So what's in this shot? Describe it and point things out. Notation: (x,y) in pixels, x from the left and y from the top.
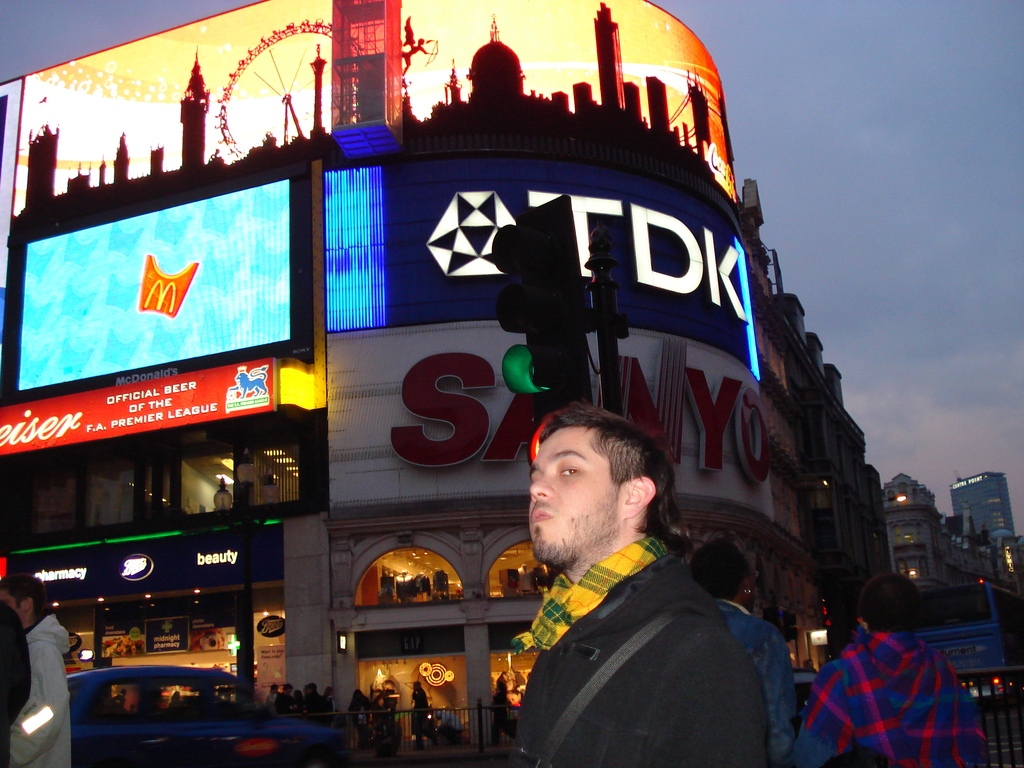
In this image we can see a person (582,618) wearing a scarf (595,601). On the backside (729,614) we can see a group of people (769,649) standing, a car (225,685), fence (479,723) and a building (391,507) with display screens (144,365) and signboards (416,300) on it. We can also see some lights (905,497) and the sky (883,405) which looks cloudy.
